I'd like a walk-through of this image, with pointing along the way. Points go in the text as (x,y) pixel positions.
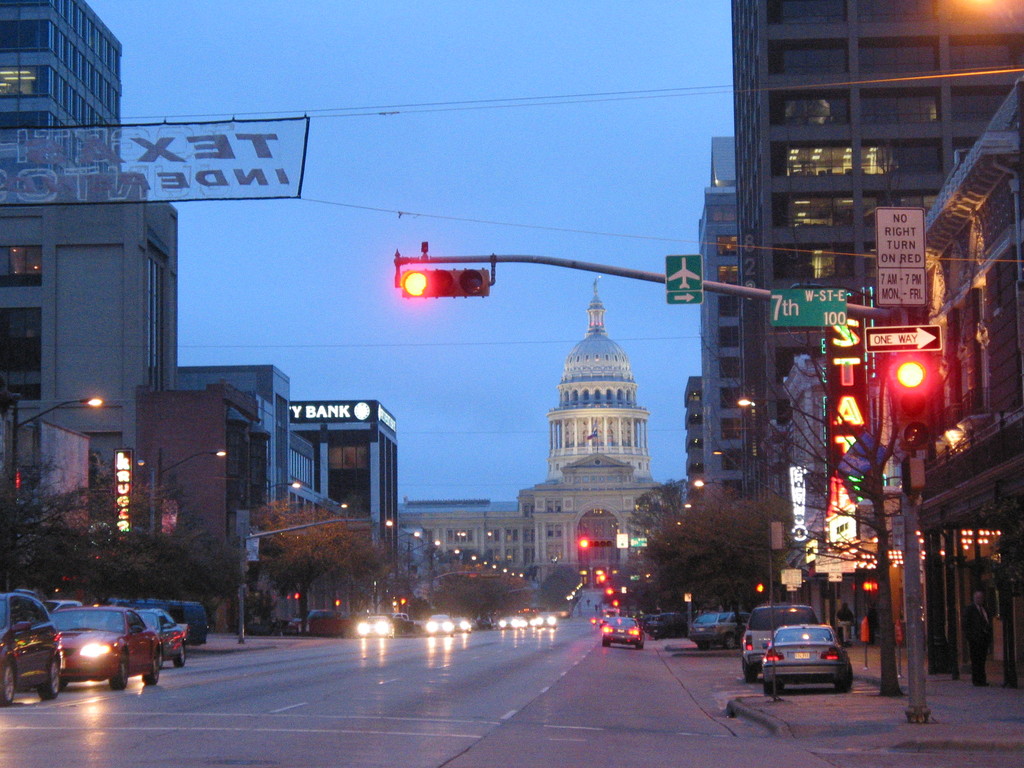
In the foreground of the picture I can see the cars (10,702) on the road (521,691). There are buildings (219,468) on the left side (240,417) and the right side (720,363) as well. I can see a few cars (722,634) on the side of the road (709,657) on the right side (722,634). In the background (637,439), I can see the dome construction (604,347) at the top of the building (600,347). I can see the traffic signal poles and light poles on both sides of the road (591,670). There are trees (163,586) on the left side (239,566) and the right side (728,538) as well. There are no clouds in the sky (475,148).
